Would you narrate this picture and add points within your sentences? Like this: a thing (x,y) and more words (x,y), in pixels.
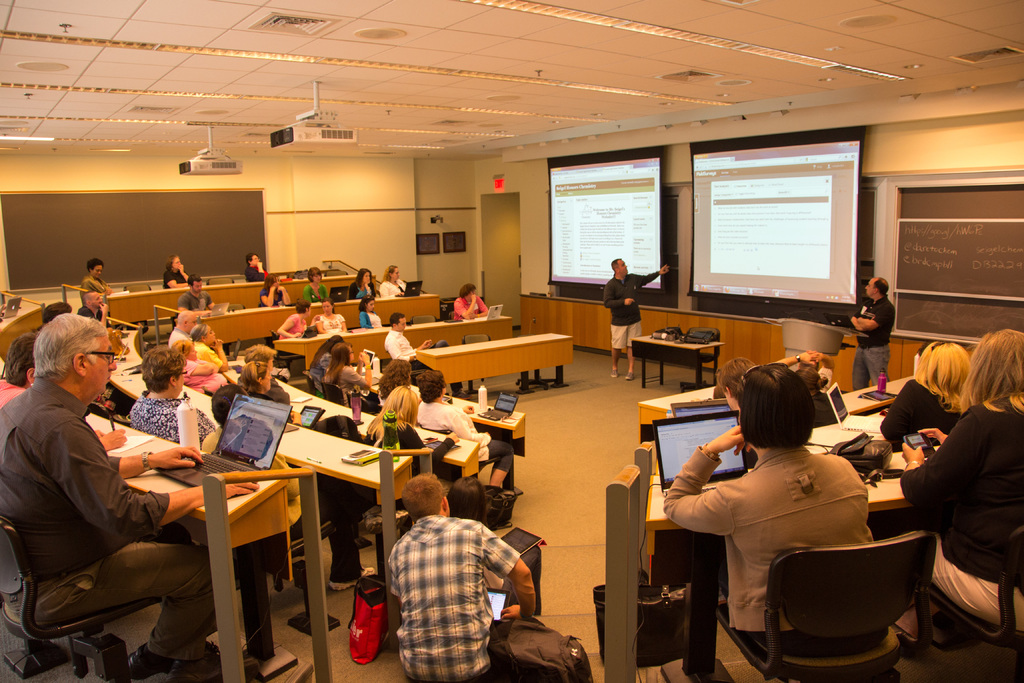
In this image there are group of persons (424,476) sitting on the bench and at the middle of the image (630,316) there is a person (635,304) explaining something and at the top of the image (305,118) there are projectors (280,135).
